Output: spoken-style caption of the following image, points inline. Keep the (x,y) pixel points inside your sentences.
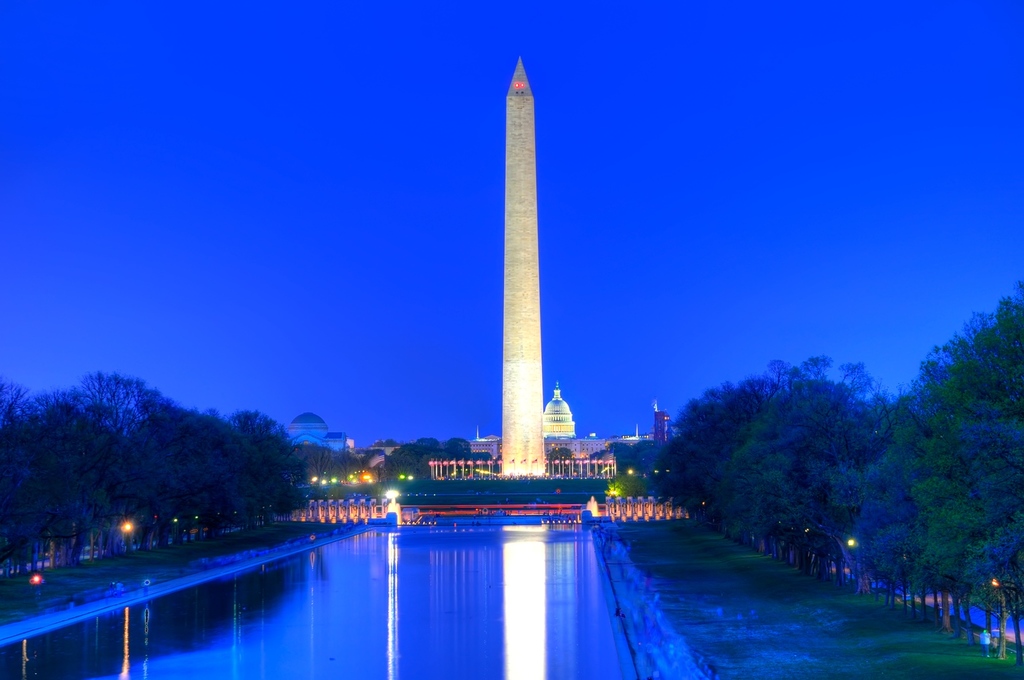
In this image I can see the water (410,673), background (40,457) I can see few trees (137,534), lights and I can also see the tower (509,369), few buildings (544,437) and the sky (724,152) is in blue color.
